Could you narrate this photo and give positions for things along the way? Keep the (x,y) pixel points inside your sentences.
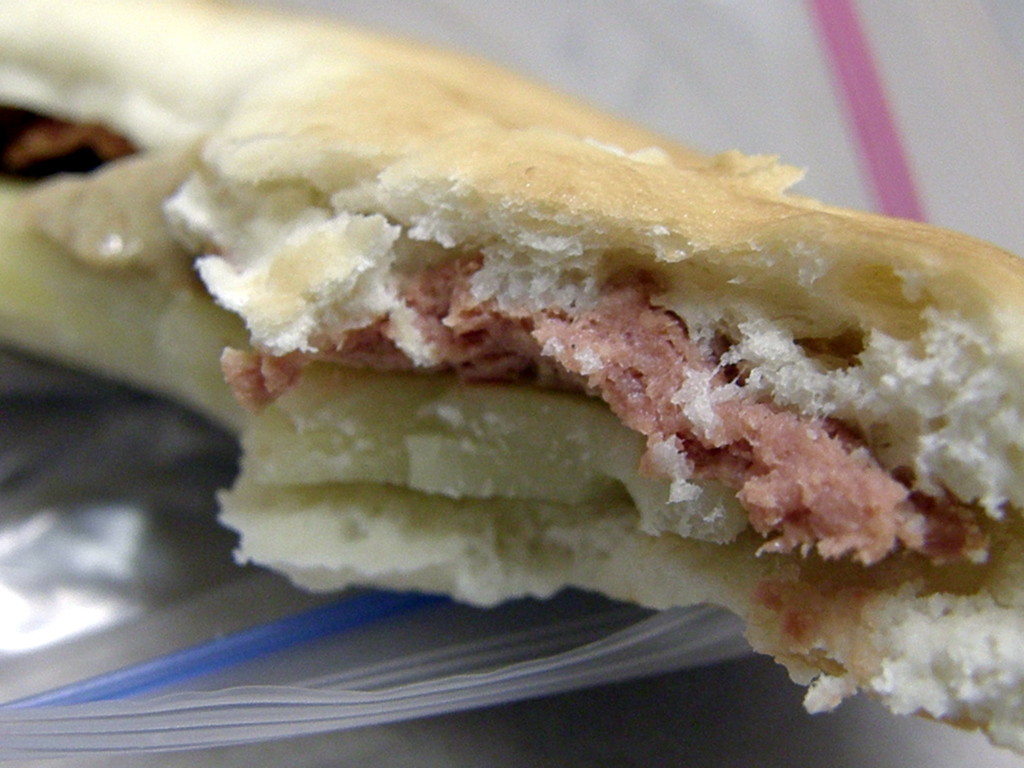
This picture shows some food (885,318) in the cover (868,2).
